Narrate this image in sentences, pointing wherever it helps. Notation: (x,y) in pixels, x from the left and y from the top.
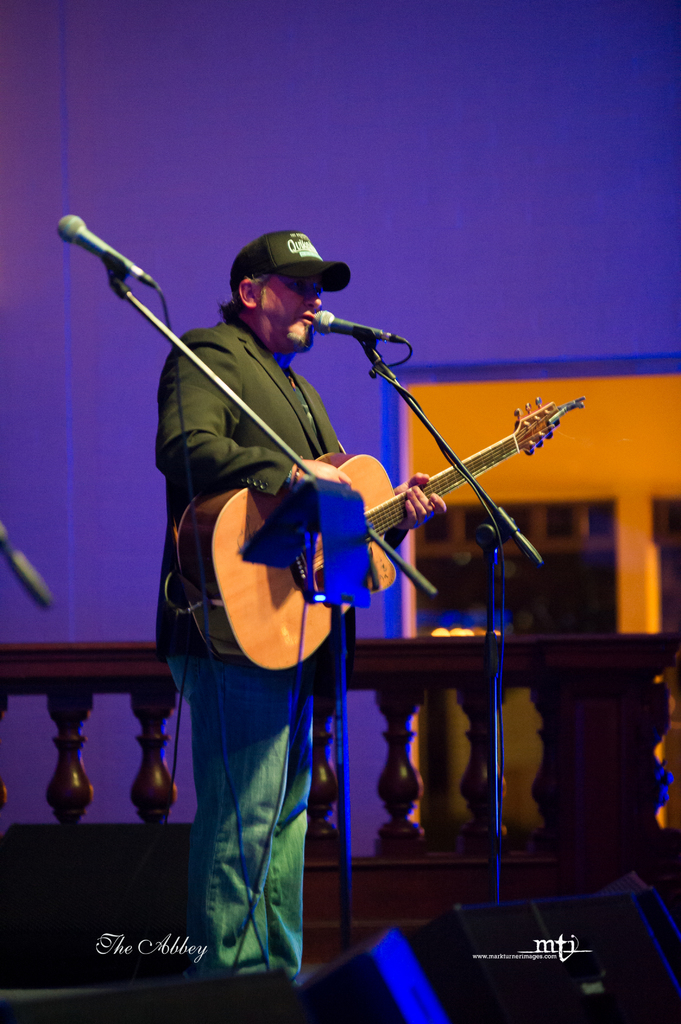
This image is clicked in a musical concert. There are two mikes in the middle (230,389), there is a person (255,834) holding guitar (440,483) and he is singing something. He wore cap (293,275) and blazer (258,483).
